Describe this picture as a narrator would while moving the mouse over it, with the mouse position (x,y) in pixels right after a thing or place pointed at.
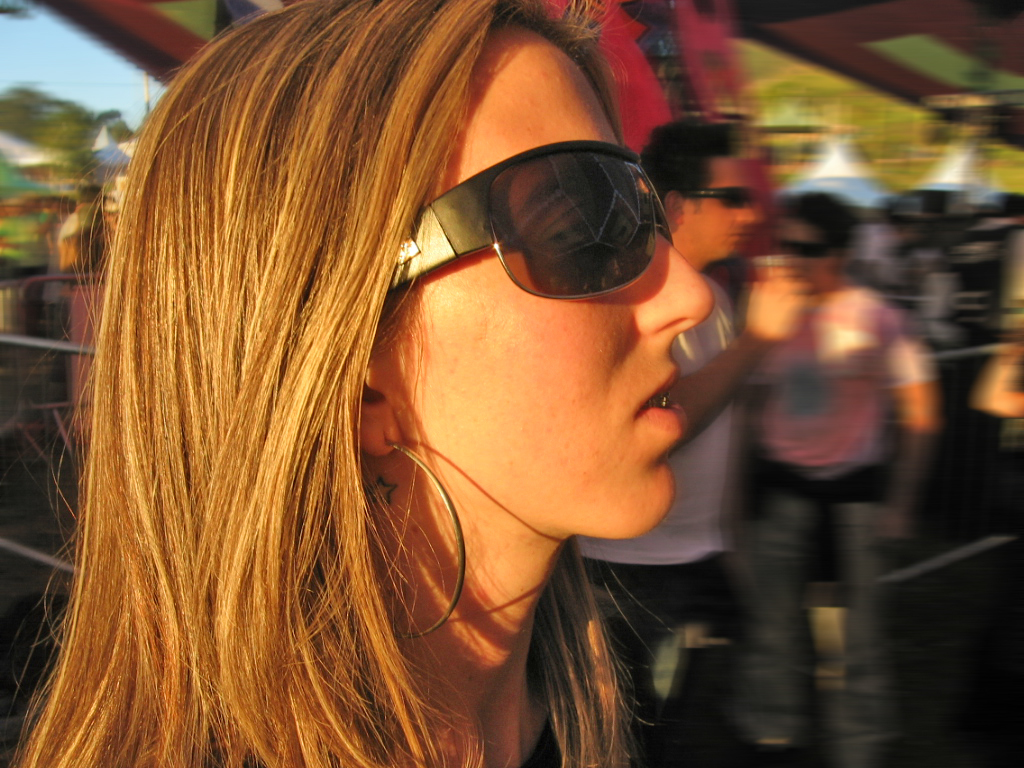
In this picture there is a woman (464,573) with goggles (565,220) is standing. At the back (665,168) there are group of people (629,580) standing under the tent (689,34). On the left side of the image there is a tree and there are tents (77,12). At the top (56,46) there is sky (23,54).
